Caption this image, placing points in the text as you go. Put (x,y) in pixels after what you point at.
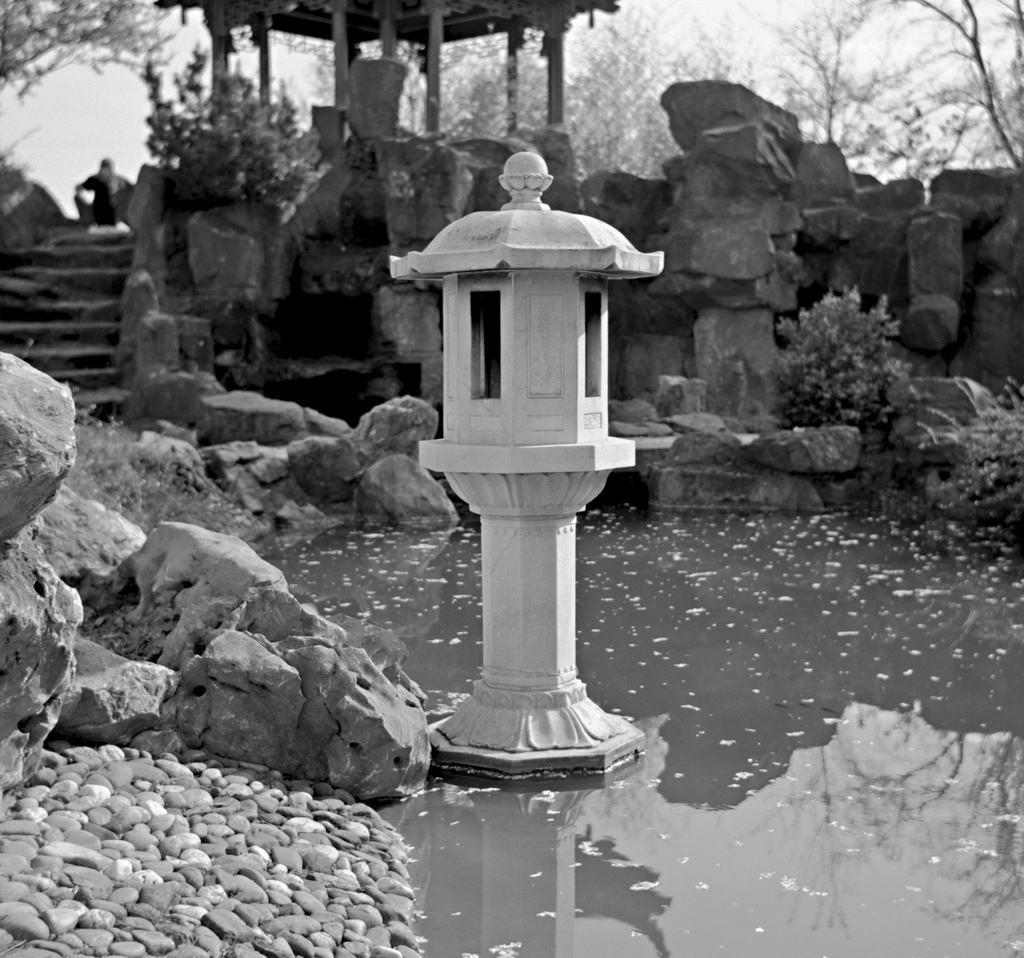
In the image we can see the stones (215,743), stairs (103,243), plants (117,427), trees (142,23) and the sky (90,110). We can even see the design mountain block (469,503).
